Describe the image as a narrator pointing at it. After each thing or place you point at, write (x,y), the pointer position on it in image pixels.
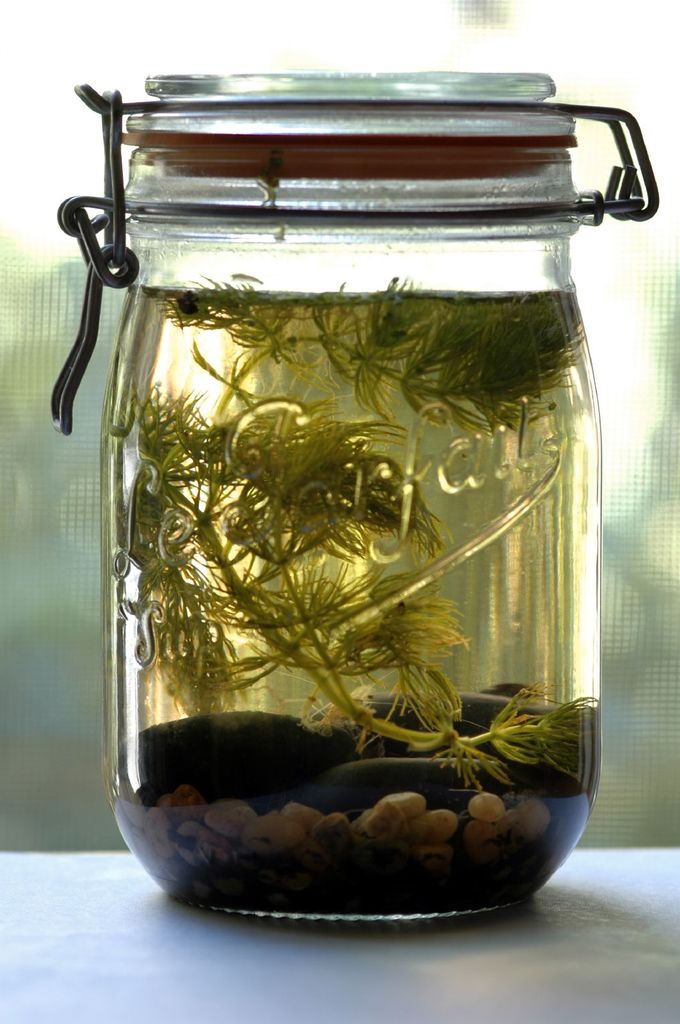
In this picture we can see a jar (389,151) on the surface (330,975) with leaves (307,625), water (282,698), stones (350,752) in it and in the background (16,579) it is blurry.
